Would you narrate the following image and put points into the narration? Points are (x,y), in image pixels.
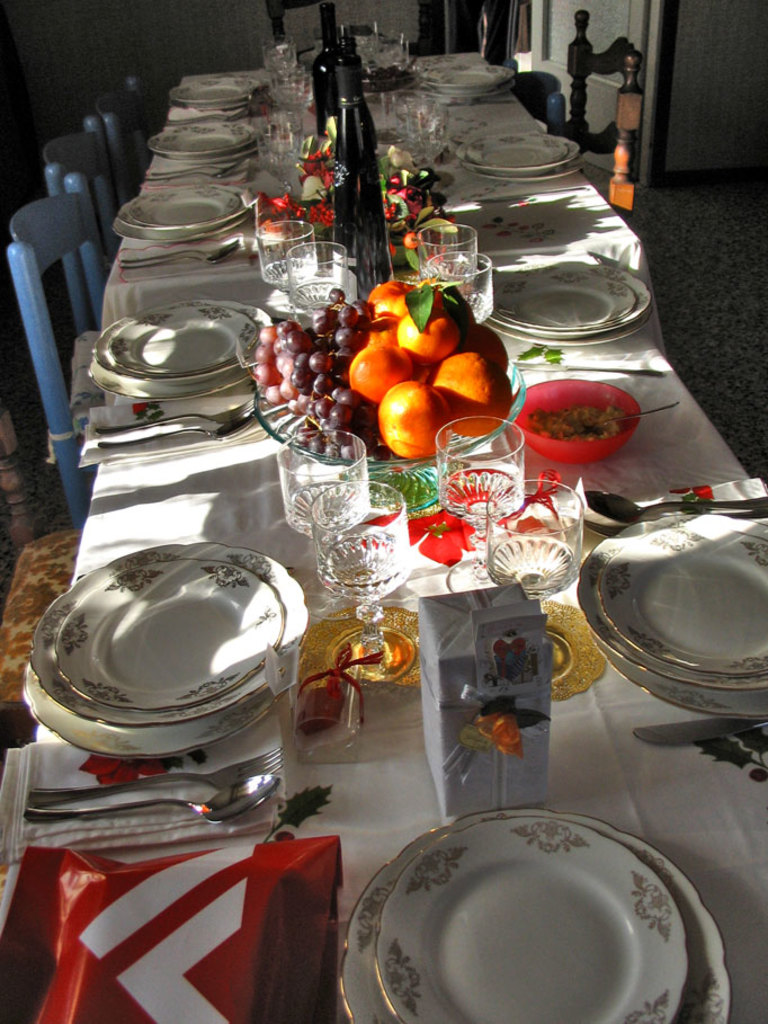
There are plate (287,632), glasses (339,598) and fruits (459,410) on these dining tables (611,763). There are chairs (14,269) in the left side of an image (54,150).
